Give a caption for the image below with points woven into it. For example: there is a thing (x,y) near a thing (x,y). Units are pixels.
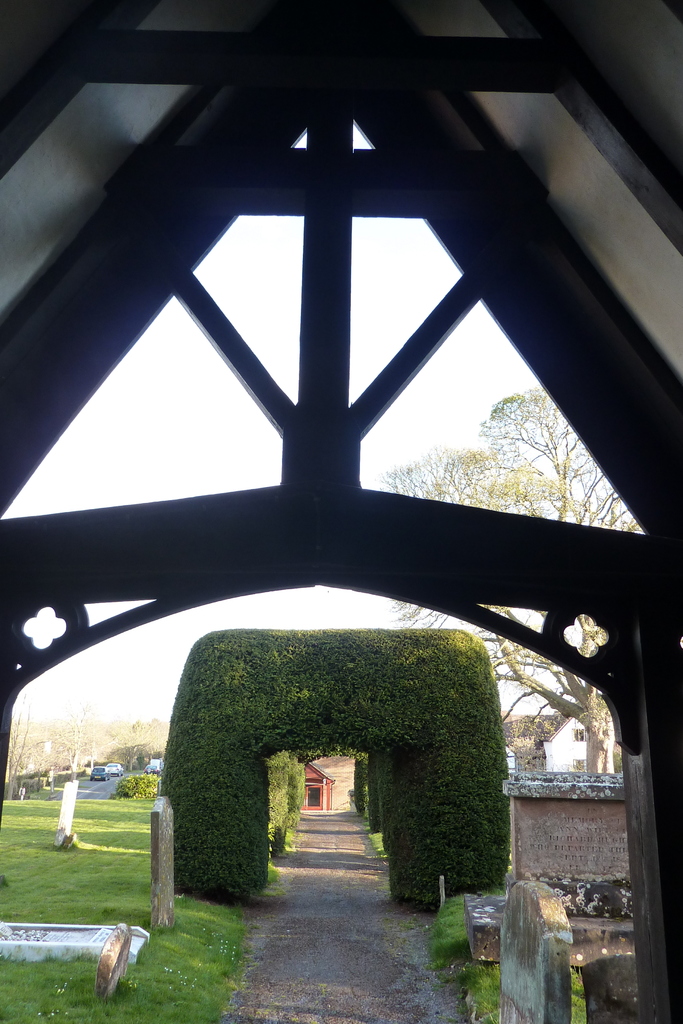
In this image there is a wooden arch (290,422) at the top (195,226). In the background (248,834) there are so many arches (290,717) which are made up of leaves (240,723). On the left side (80,907) there is a ground (98,842) on which there are stones (66,786). On the right side (554,745) there is a building (560,753) in the background (552,749). Beside the building (577,757) there is a tree (591,745). At the bottom (558,921) there are stones (587,915) on the ground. In the background (110,769) we can see the vehicles (120,771).
